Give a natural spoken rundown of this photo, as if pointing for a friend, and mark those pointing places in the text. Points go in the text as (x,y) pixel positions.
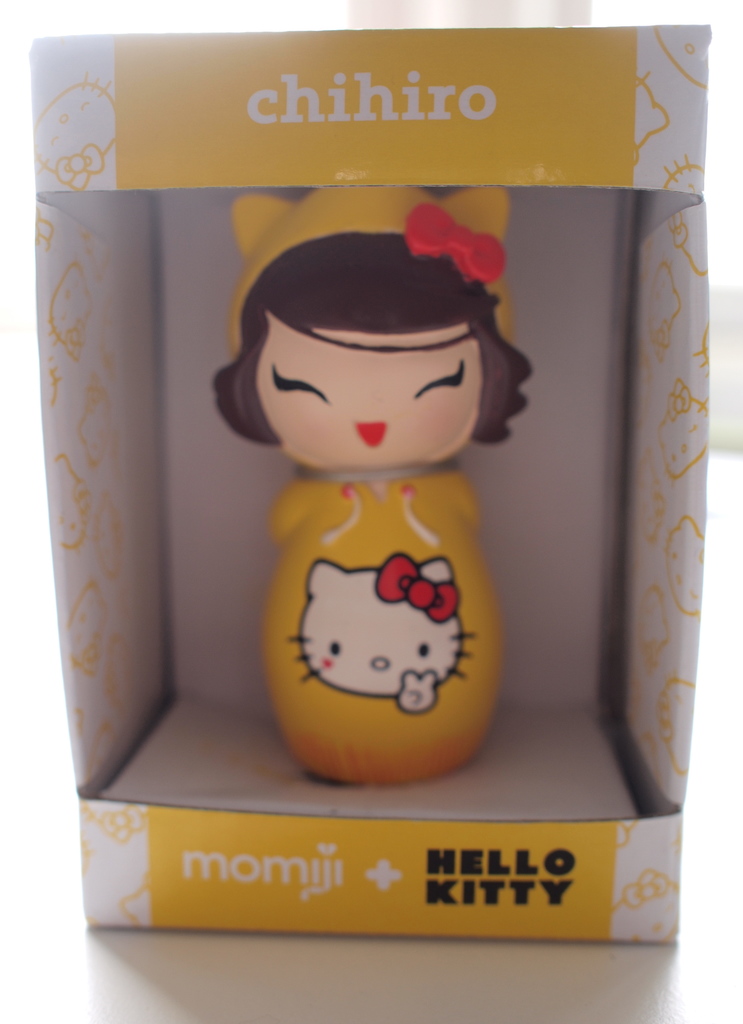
In this image we can see a girl toy (446,339) in a box (221,459) which is on the surface (343,971).
